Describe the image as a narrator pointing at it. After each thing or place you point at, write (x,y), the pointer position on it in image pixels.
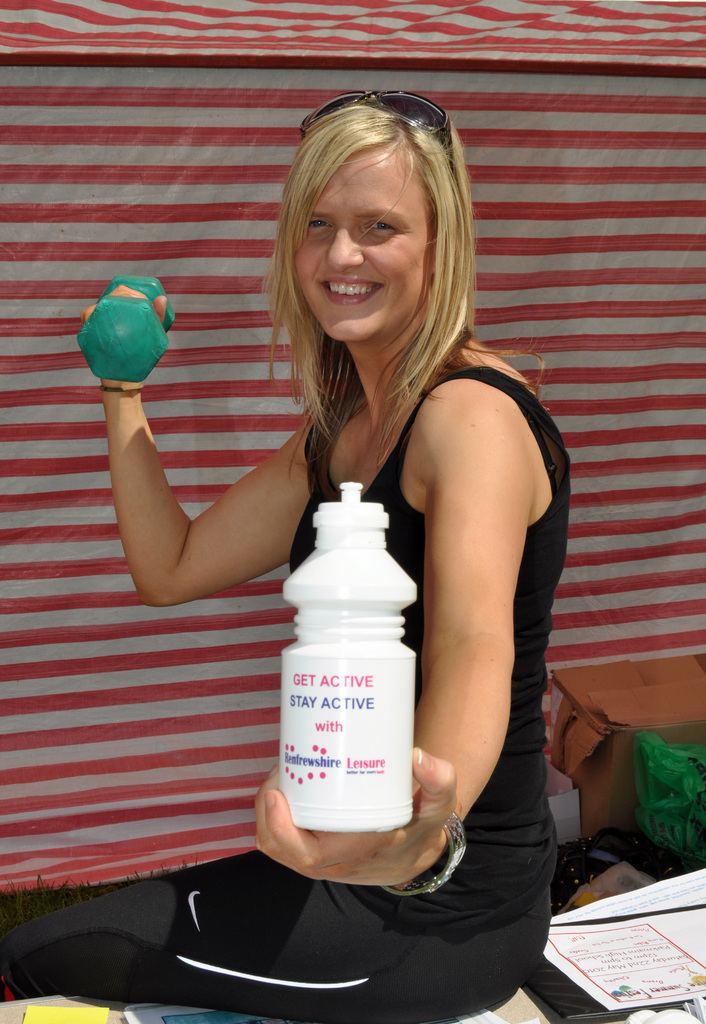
In this picture, In the middle (470,485) there is a woman (445,837) she is sitting and she is holding a bottle (340,740) in her left hand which is in white color she is holding a dumbbell (118,357) in her right hand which is in green color, In the background (641,175) there is a red and white color curtain (556,168).
